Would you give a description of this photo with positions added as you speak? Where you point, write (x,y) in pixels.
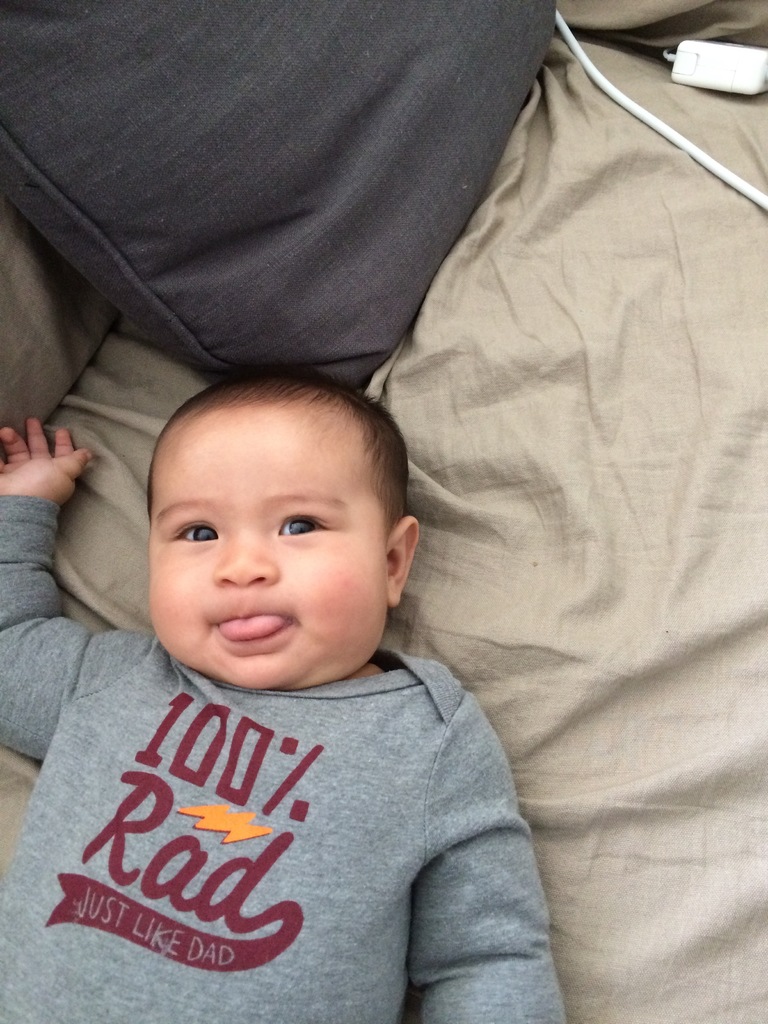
In the picture I can see a baby (296,487) on the bed (563,405) and there is a pillow (359,154) on the bed (686,241) at the top of the picture (314,194).
